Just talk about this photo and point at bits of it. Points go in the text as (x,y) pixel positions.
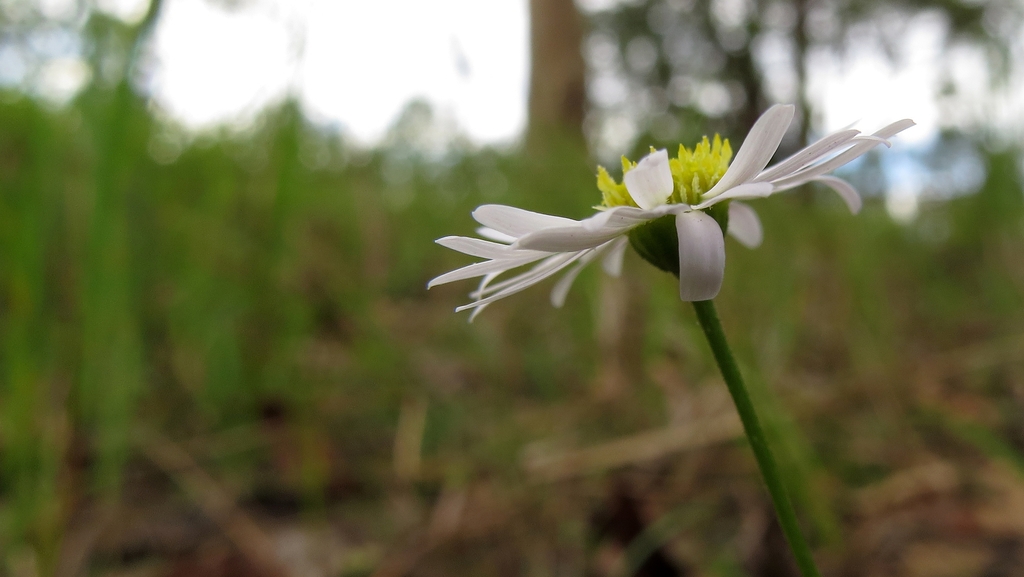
In this image we can see a flower (603,220). The background of the image (786,202) is blur.
